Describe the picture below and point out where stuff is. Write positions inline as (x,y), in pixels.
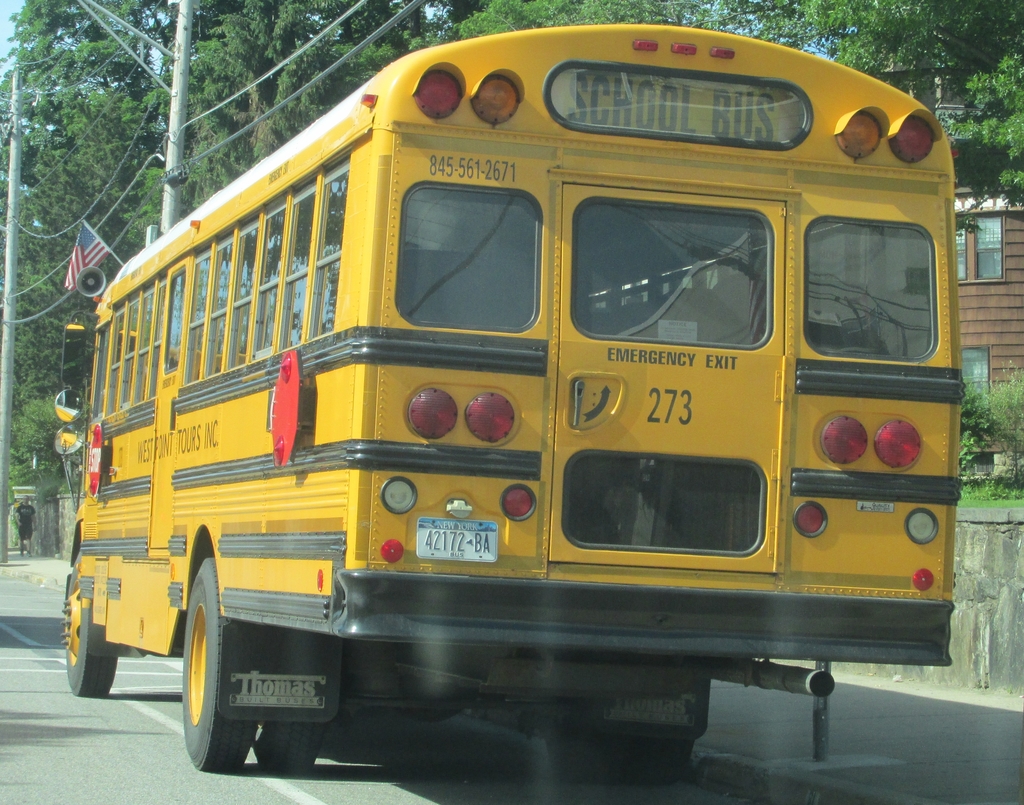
In this image in the center (365,530) there is one bus (391,368) which is in yellow color, and in the background (84,145) there are some trees (802,2), poles (6,508), wires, buildings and one person (23,536) is walking on a pavement (945,707). At the bottom (78,758) there is a road (42,755).
